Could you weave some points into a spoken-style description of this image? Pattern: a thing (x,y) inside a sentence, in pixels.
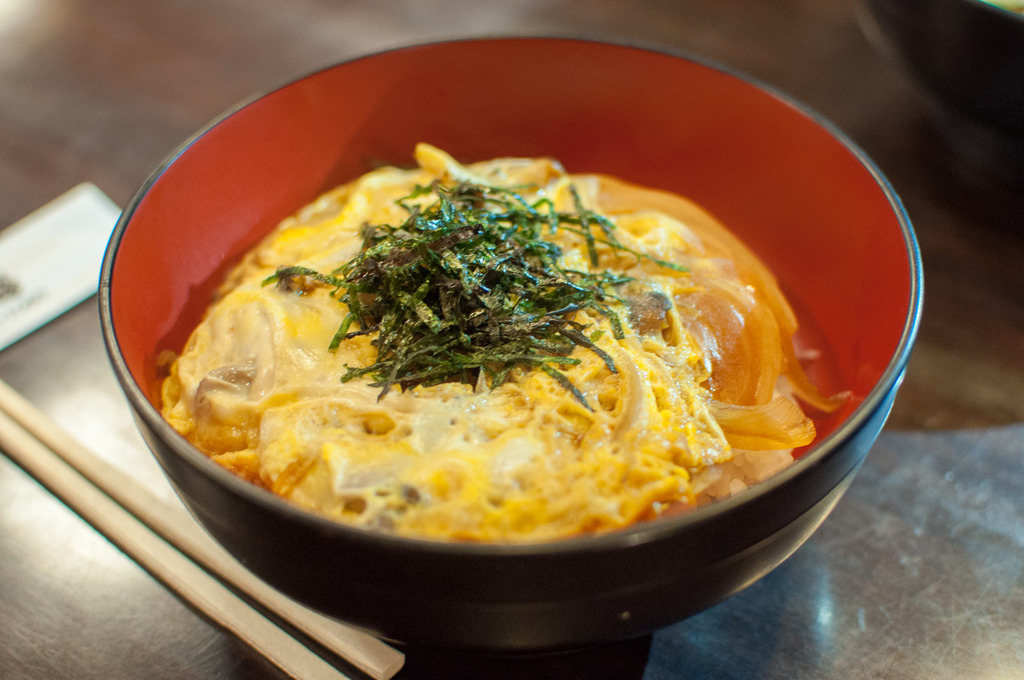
In this image there is a food (477,203) in the bowl (711,147) and there are chopsticks (229,598) on the table (948,332).
